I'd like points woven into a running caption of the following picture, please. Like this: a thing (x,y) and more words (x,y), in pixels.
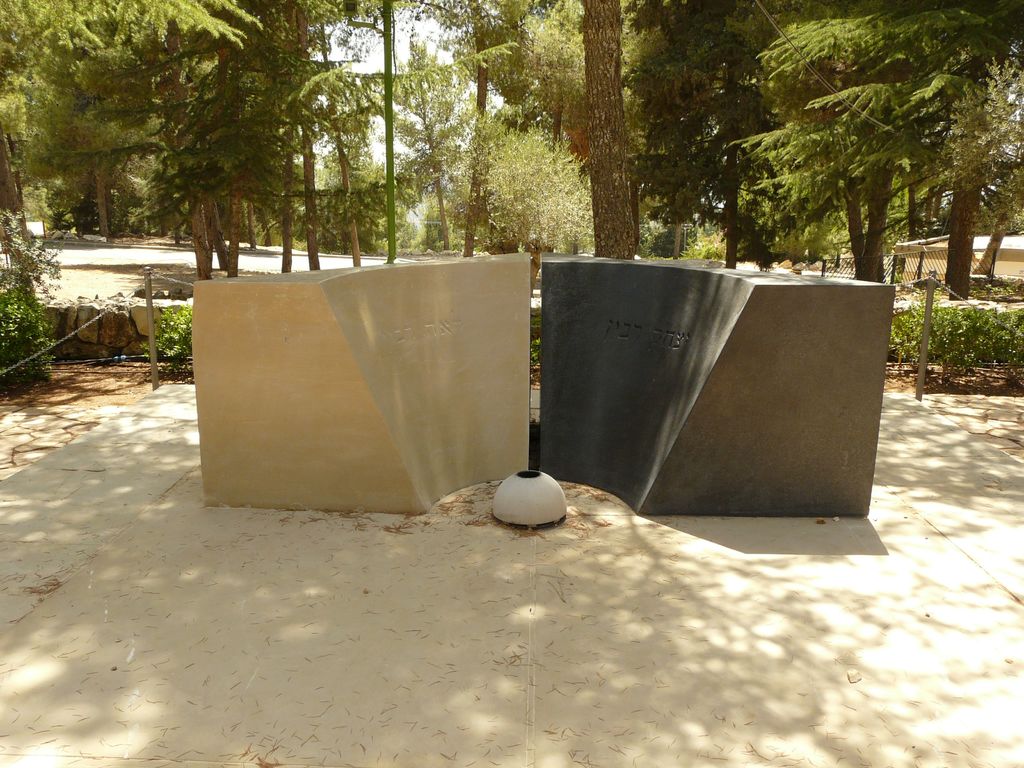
In the center of the image (450,354) we can see the stones (433,339). In the background of the image (540,258) we can see trees (440,149), mesh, some bushes (167,310), rocks (173,288), road (244,260), house (1012,250). At the top of the image (429,26) we can see the sky (400,55). At the bottom of the image (461,669) we can see the ground (461,669).
